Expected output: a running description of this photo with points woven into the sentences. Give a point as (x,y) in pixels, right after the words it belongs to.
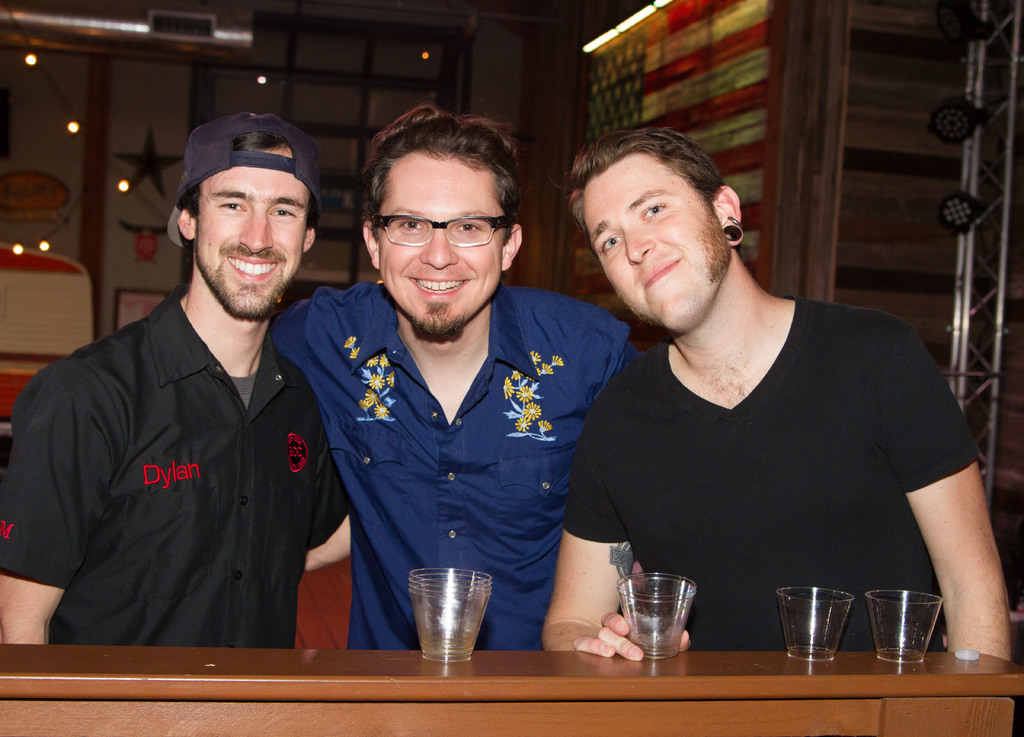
Here I can see three men (223,434) standing, smiling and giving pose for the picture. At the bottom (313,713) there is a table (482,688) on which few glasses (454,646) are placed. In the background (492,99) there is a wall (148,101) and I can see few lights (74,124). On the right side (990,242) there is a metal object (961,250).
